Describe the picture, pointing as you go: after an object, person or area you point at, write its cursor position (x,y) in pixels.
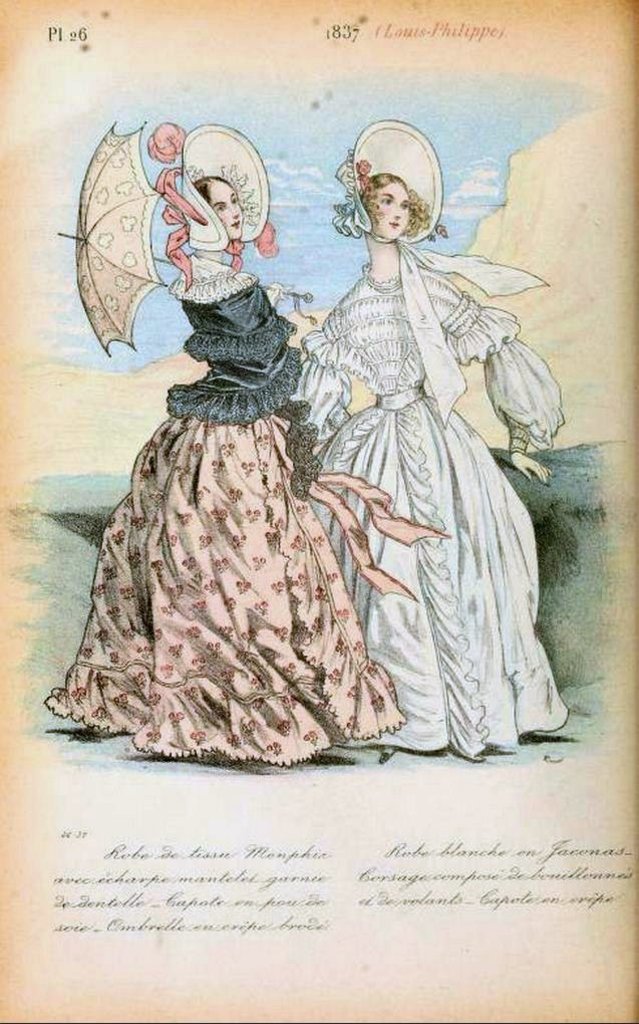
This picture is consists of a poster (270,294), which includes two girls (322,445) in the image.
